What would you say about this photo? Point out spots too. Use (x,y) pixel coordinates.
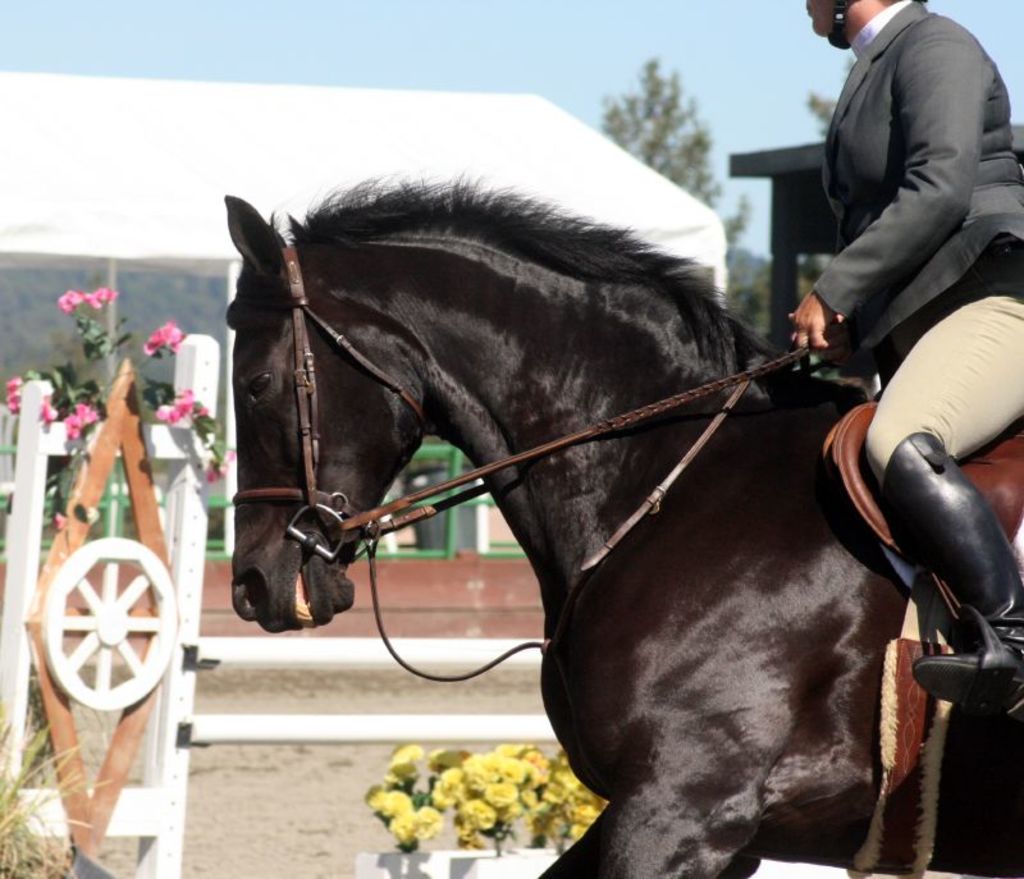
On the right side of this image (813,331) a person (896,363) is sitting on the horse (570,397). At the bottom (496,789) there are some roses (468,784). On the left side (90,840) there are few wooden sticks (94,484) and flower (79,411) to a plant (96,401). In the background (192,167) there is a house (523,167) and some trees (669,146). At the top of the image (314,25) I can see the sky (266,39).
